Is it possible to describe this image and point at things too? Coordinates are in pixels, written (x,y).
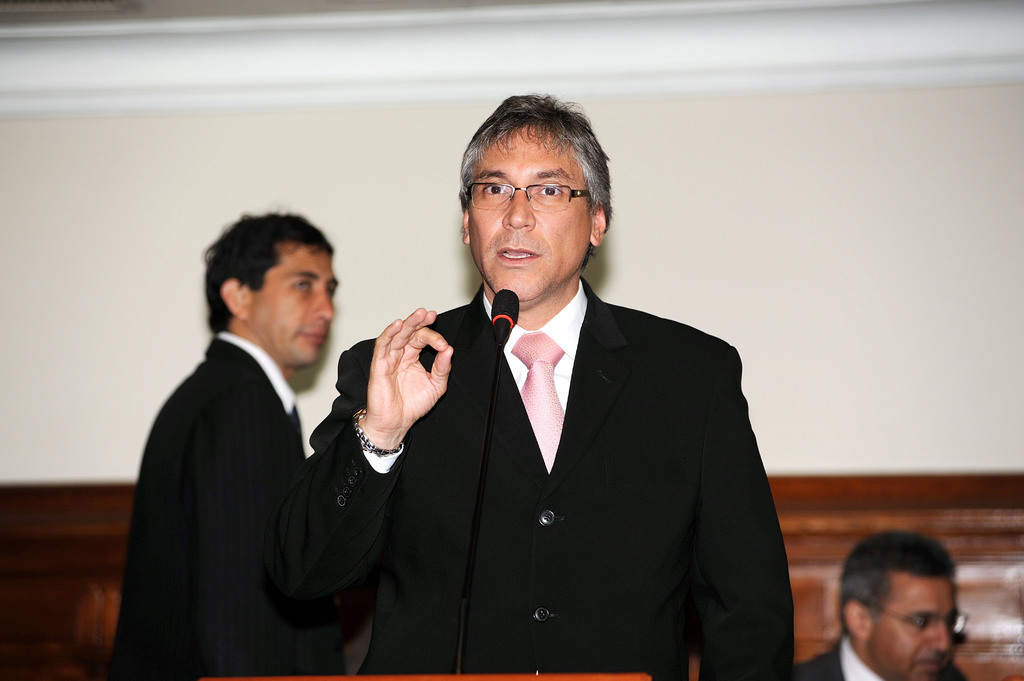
In this picture, we can see a few people (511,475), microphone (490,414) and the wall (789,422).
